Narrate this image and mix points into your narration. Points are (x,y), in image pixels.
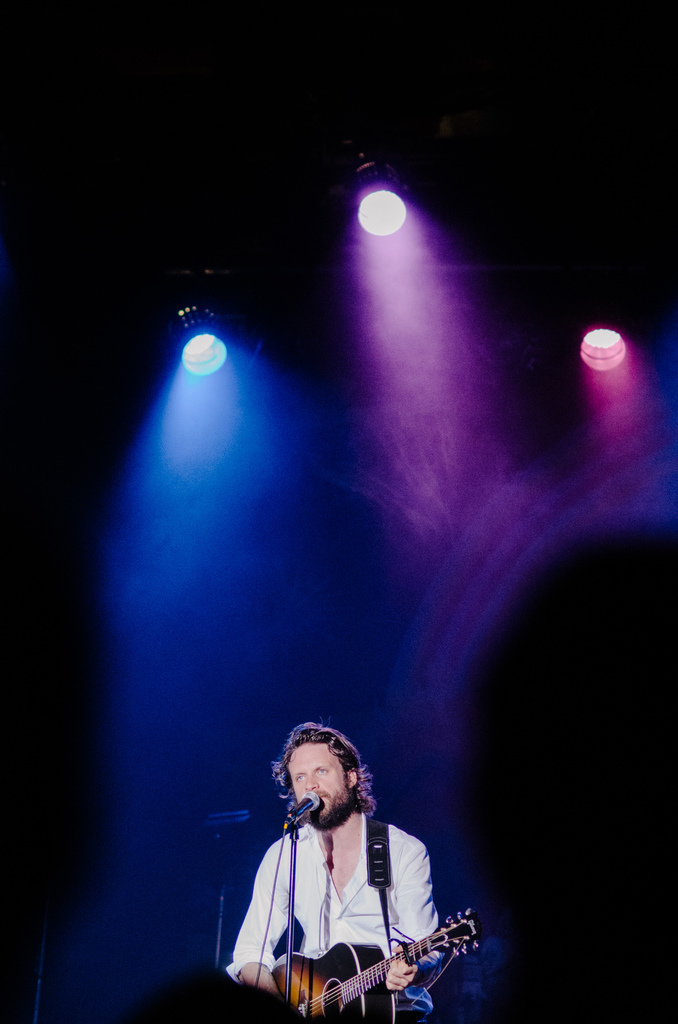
Here we can see a man (426,983) sitting, singing a song and holding the guitar (384,992) with his left hand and playing the guitar (295,982) with right hands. And there are some disco lights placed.
